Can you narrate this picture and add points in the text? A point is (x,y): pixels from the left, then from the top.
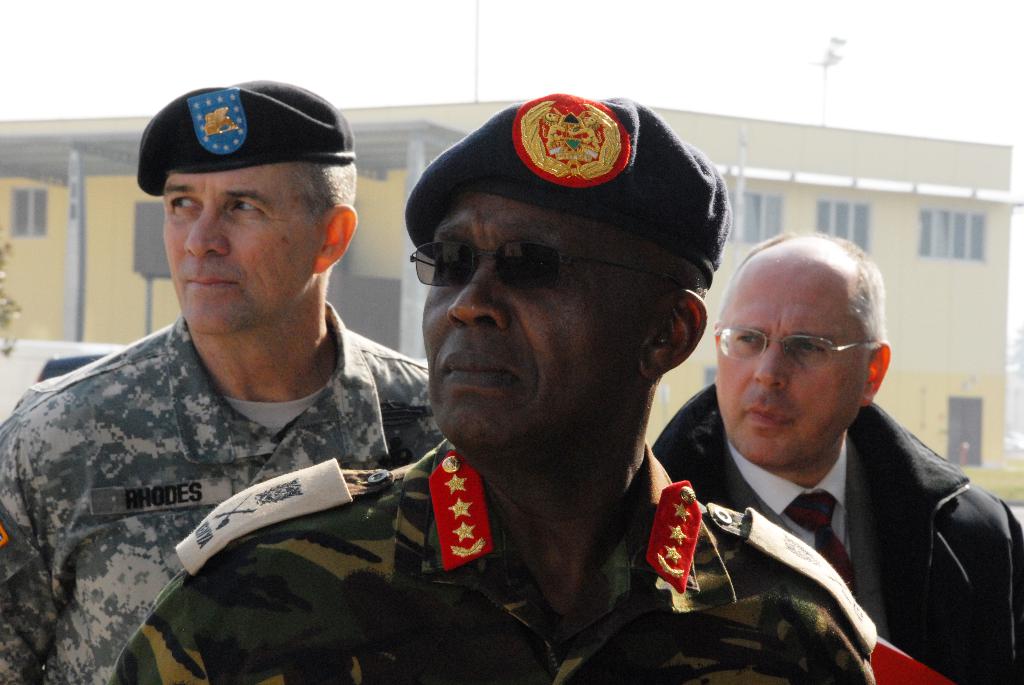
In this picture we can see people (548,515) and in the background (1006,282) we can see a building (763,212).
